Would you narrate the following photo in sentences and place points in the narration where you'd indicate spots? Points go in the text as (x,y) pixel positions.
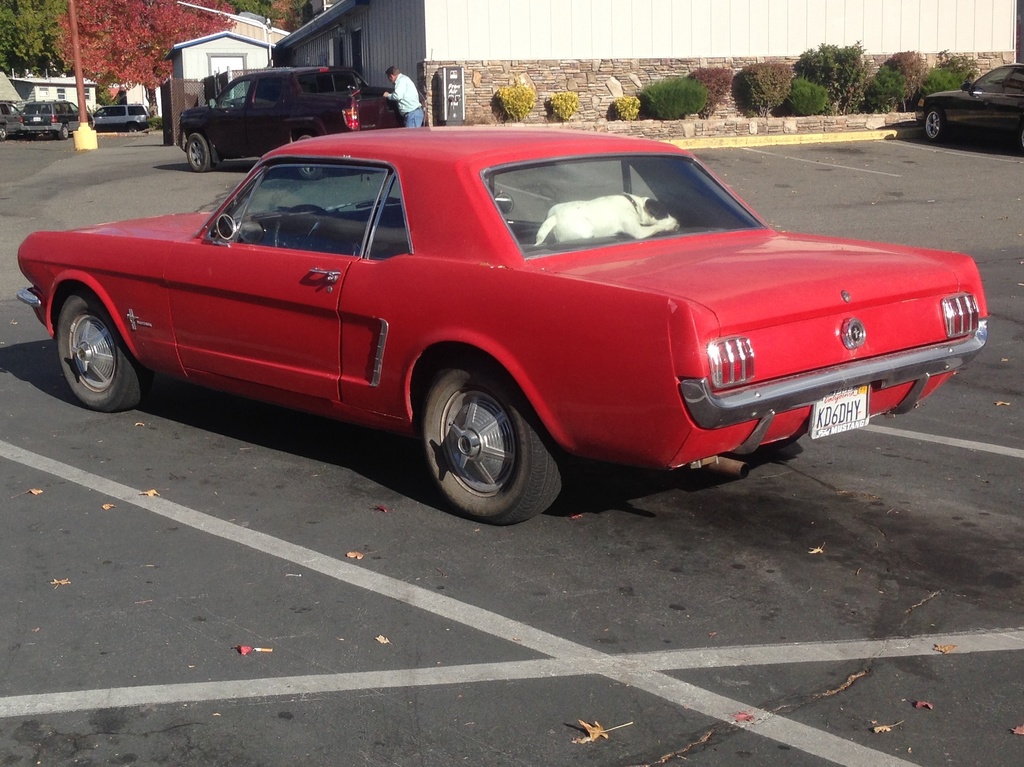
This is completely an outdoor picture. This picture is highlighted with a red car (532,443) and in the car (598,252) we can see a dog (573,217). Behind the car (315,209) there is one vehicle (318,100) and near to it there is one man (412,114) standing over there. This is the pole (77,55). On the background of the picture (194,25) we can see trees (178,25) and these are the houses (434,32). This is the wall (611,69). Here we can see few plants (798,72). On the left side of the picture (56,123) we can see few cars (129,119) parked over there.
